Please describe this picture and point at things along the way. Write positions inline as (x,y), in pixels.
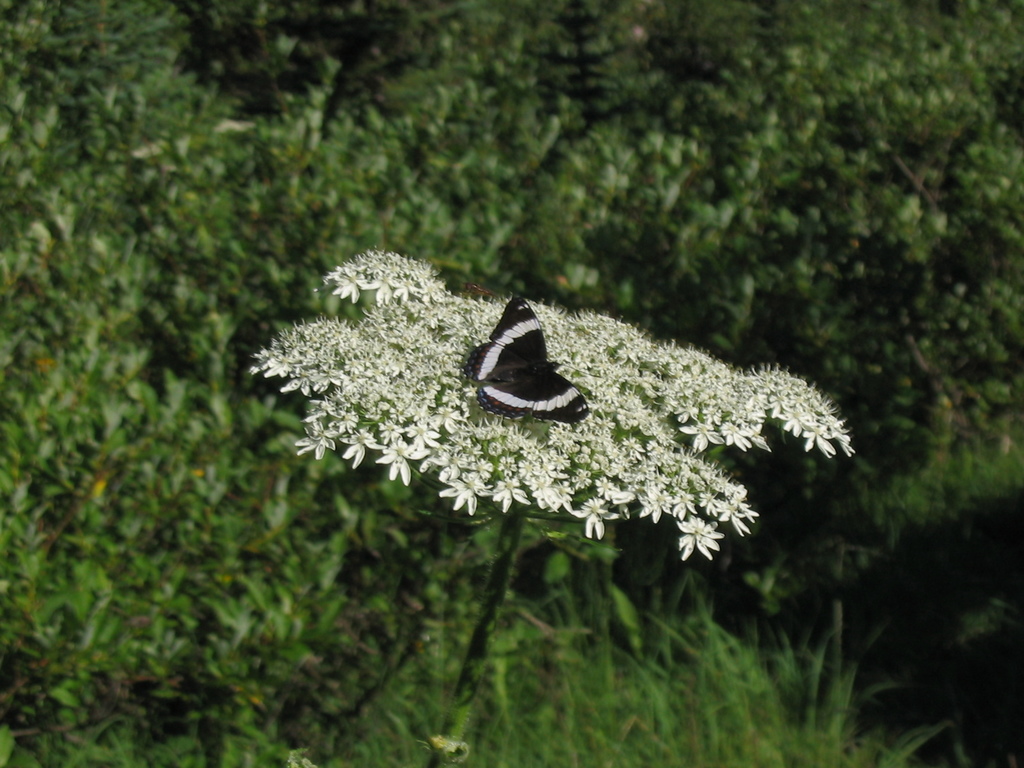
This picture seems to be clicked outside. In the center (522,386) we can see a black color butterfly (527,355) on the white color flowers (413,392). In the background (265,472) we can see the green grass (537,661) and the plants (243,251).
